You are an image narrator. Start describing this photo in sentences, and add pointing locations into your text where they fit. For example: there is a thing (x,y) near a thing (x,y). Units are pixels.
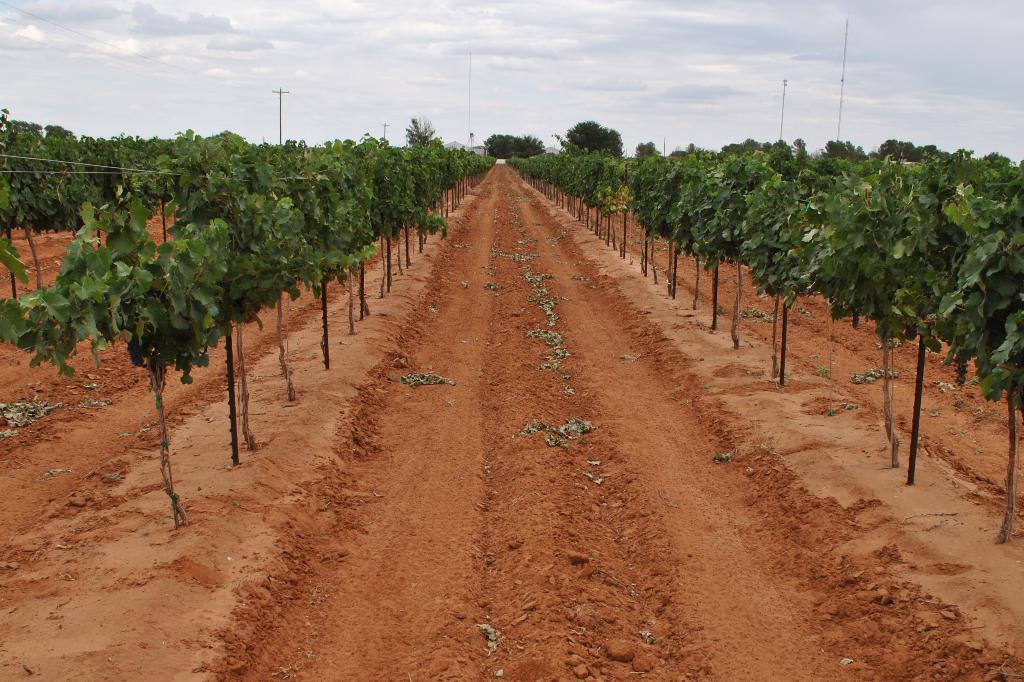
On the right (825,154) there are trees (864,279) and red soil (701,338). In the center of the picture (495,258) there are dry leaves (542,368) and red soil (500,265). On the left (219,230) there are trees (184,254), dry leaves (25,413) and red soil (296,324). In the center of the background (293,105) there are trees (517,145), current poles (280,107) and sky (628,61).
